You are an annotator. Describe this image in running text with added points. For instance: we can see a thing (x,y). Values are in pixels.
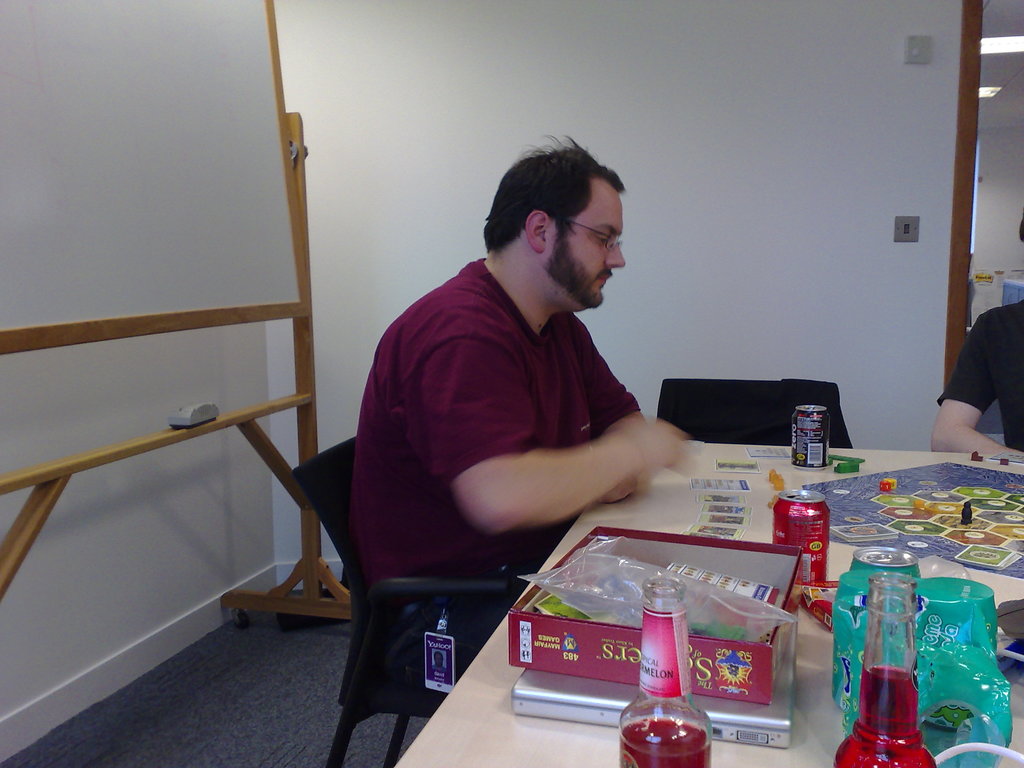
On the background (793,165) we can see wall (759,176). This is a whiteboard (102,202). Here on the wooden stand (203,426) we can see a duster (190,419). Here we can see men (492,398) sitting on chairs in front of a table (533,758) and on the table (578,739) we can see box (757,689), bottles (899,700), tins (965,628), a game board (989,488), laptop (756,719) and playing cards (722,515).
